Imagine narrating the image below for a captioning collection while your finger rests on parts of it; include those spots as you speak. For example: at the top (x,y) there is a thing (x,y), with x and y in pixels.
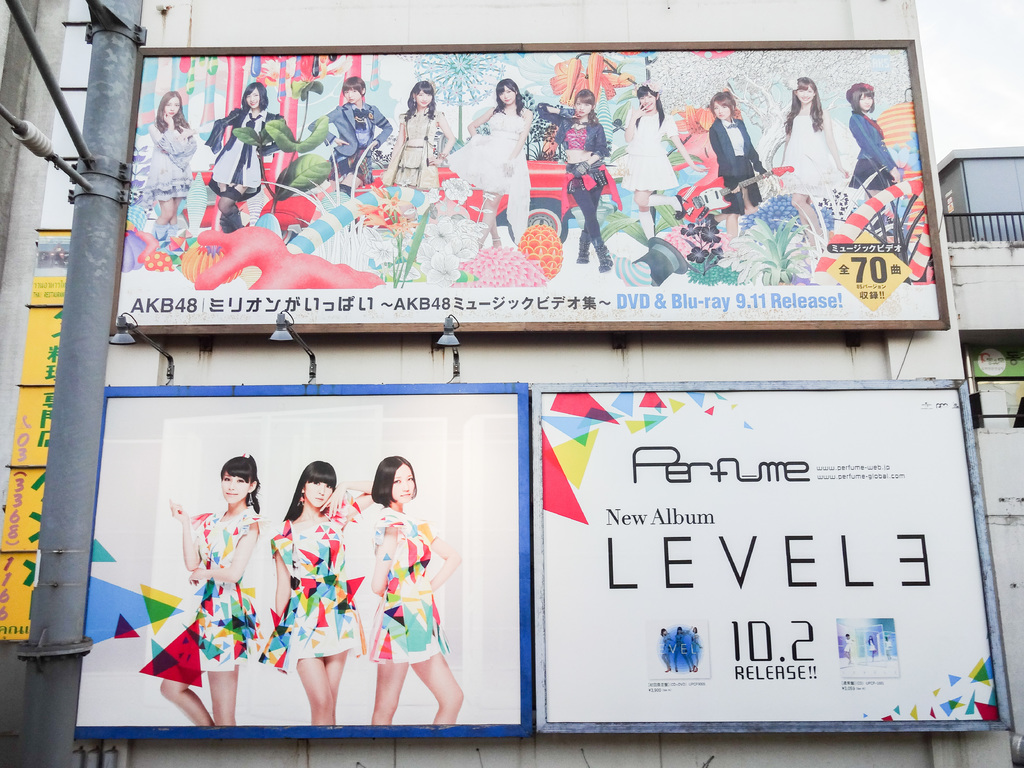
In this picture there are hoardings (573,147) on the building (530,560). On the left side of the image (89,533) there is a pole (72,722). On the right side of the image (1001,250) there is a building (955,309). There is a picture (786,213) of a group of people (868,156) on the hoardings (675,289) and there is a text (906,546) on the hoardings (732,514). At the top (967,86) there is sky (950,59).
